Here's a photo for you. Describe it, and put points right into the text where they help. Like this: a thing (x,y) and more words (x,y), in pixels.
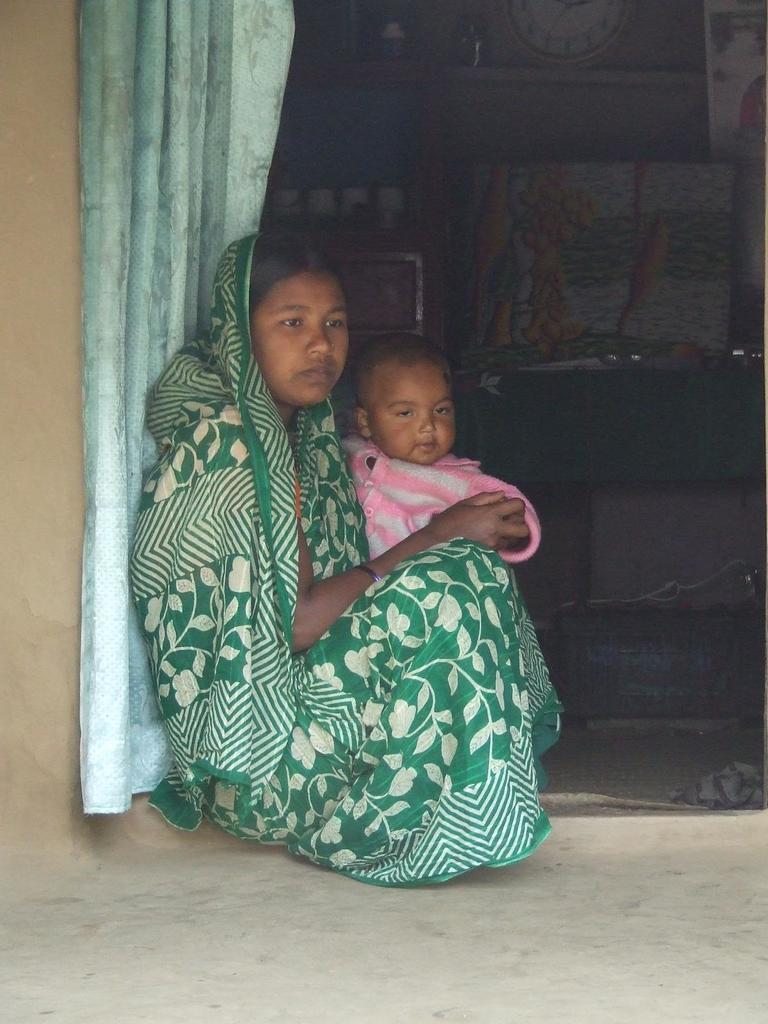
In this picture, there is a woman (200,608) sitting on the floor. She is holding a kid (429,509). She is wearing a green saree (361,532) and kid (404,527) is wearing a pink jacket (463,471). Behind her, there is a wall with curtain (144,181). In the background (537,88), there are some objects (581,228) in the shelves (510,79).
